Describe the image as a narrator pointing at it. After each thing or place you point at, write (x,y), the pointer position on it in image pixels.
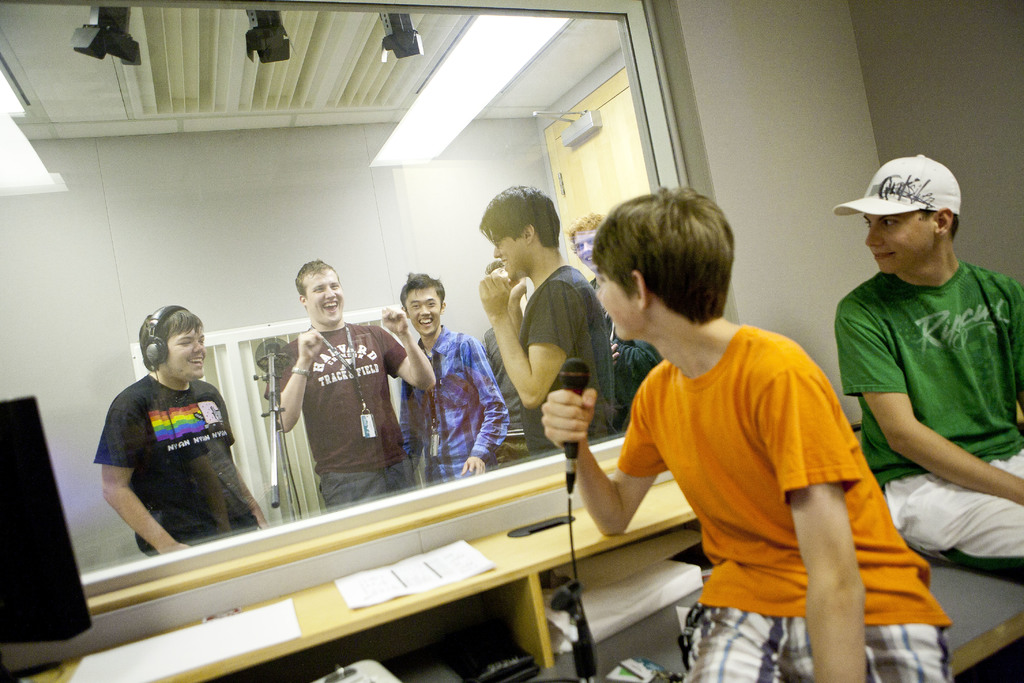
This picture is taken inside the room (769,635). In this image, on the right side (866,331), we can see two men (983,530) are sitting. In the middle of the image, we can see a table (585,546), on the table (523,541), we can see few papers (450,561), under the table (545,637), we can also see some objects (488,651) are placed. On the left side (45,583), we can also see a black color object (27,411). In the background (166,421), we can see a glass window (197,287). Through the glass (173,302), we can see a group of people (496,276), microphone (270,399), door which is closed, curtain (249,390), window (249,376). At the top (113,42), we can see some black color objects (122,31) and a light (498,86).
